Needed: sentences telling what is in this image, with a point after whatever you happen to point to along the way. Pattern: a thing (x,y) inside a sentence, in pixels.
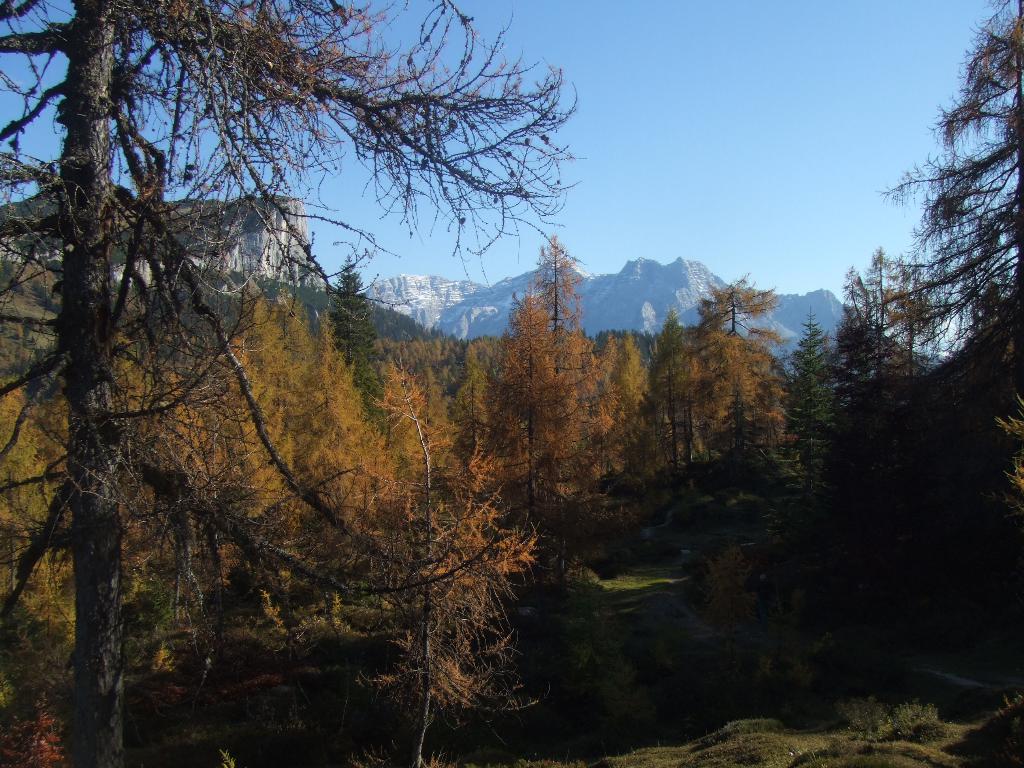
In this image I can see trees (959,584) in green color, background (816,305) I can see mountains (620,294), and the sky (810,144) is in blue color.
